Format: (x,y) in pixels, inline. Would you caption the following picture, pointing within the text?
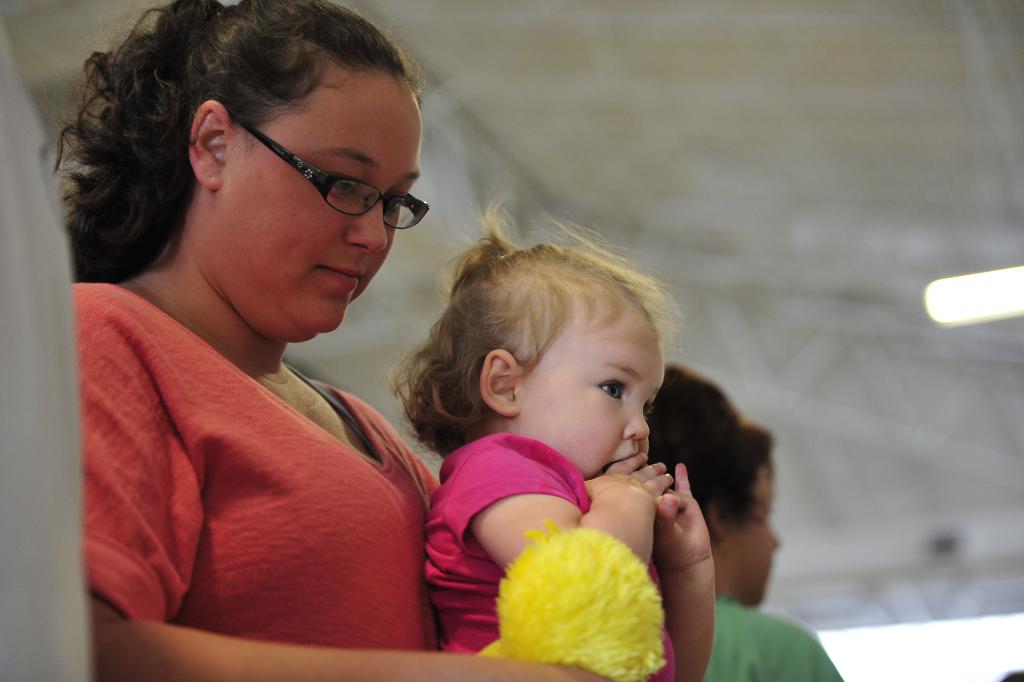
Here I can see a woman (261,398) wearing a t-shirt (250,547) and holding a baby (501,477) and looking at the downwards. Beside her I can see another person (724,576). On the right side (990,297) there is a light (982,306).
